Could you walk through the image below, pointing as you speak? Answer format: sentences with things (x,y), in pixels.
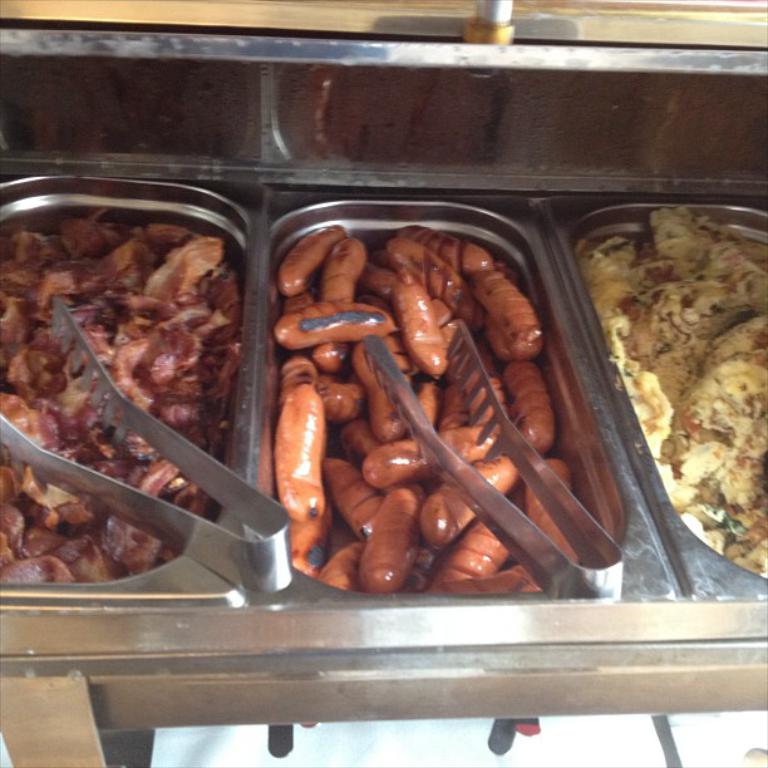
In this image there are food items (493,356) in a food containers (558,423) and there are tongs (564,495).
